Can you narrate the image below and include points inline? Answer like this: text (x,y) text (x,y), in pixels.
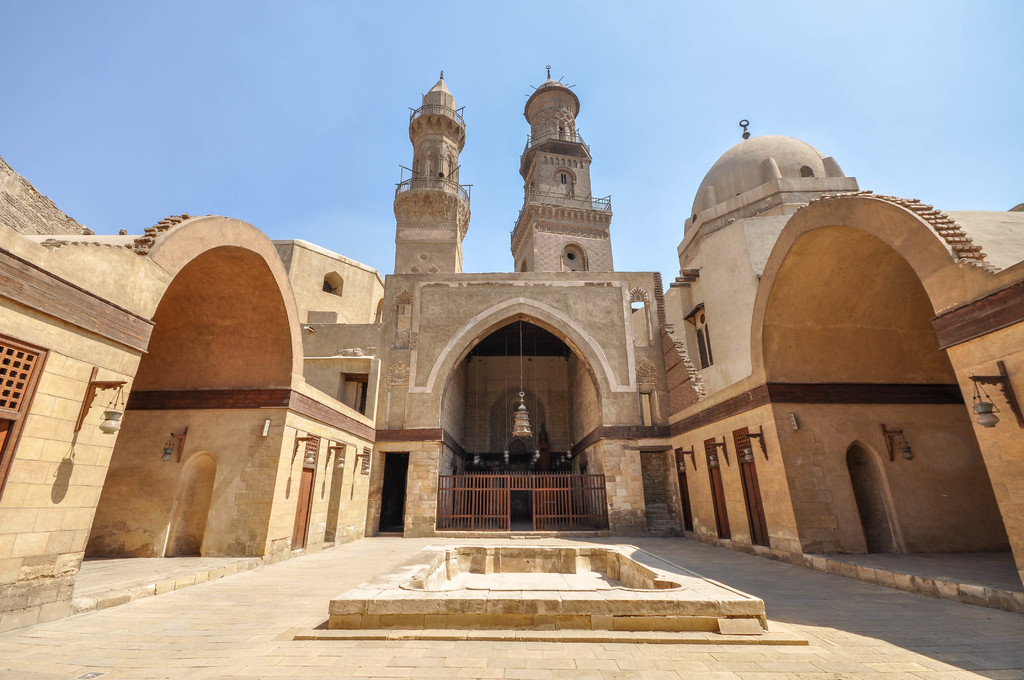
This image is taken outdoors. At the top of the image (227,109) there is the sky (320,50). In the middle of the image (408,365) there is an architecture (401,414) with doors (302,526), railings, windows (377,382), roofs (742,211) and pillars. There is a lantern (522,428). At the bottom of the image (411,663) there is a floor (243,608).
